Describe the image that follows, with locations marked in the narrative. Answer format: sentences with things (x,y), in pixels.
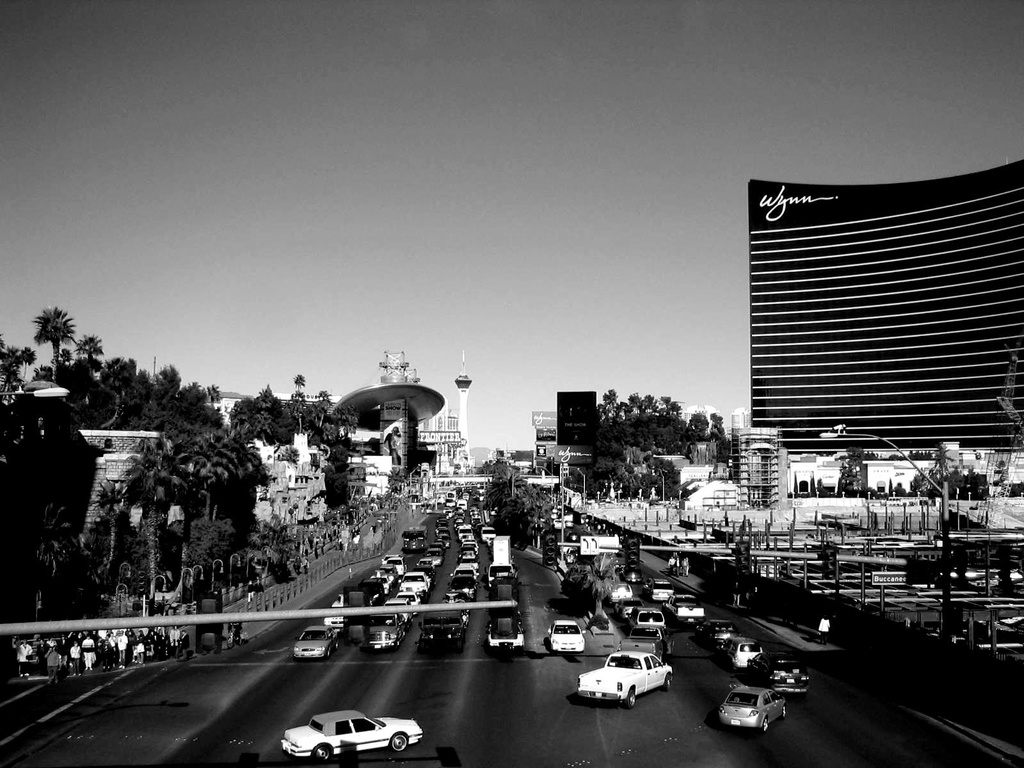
In the foreground (388,596) I can see fleets of cars (451,591), crowd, fence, trees (343,427) and light poles (362,626) on the road (544,648). In the background (877,468) I can see buildings (375,440), boards (544,449) and so on. At the top (487,169) I can see the sky (528,219). This image is taken may be on the road (498,719).
